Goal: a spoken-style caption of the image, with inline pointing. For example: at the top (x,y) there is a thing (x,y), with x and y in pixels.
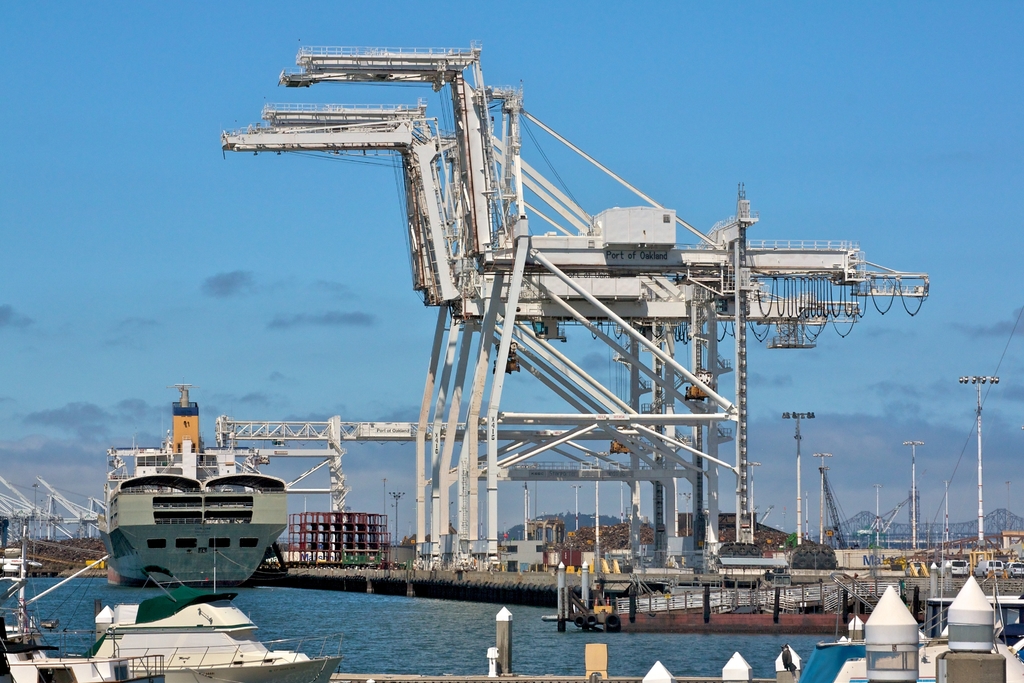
In this picture there is a ship (133,571) and boat (182,592) on the water (424,630) and there are cranes (715,368), poles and buildings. At the back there are mountains (602,521). At the top (105,206) there is sky (295,182) and there are clouds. At the bottom (371,644) there is water (395,648).
